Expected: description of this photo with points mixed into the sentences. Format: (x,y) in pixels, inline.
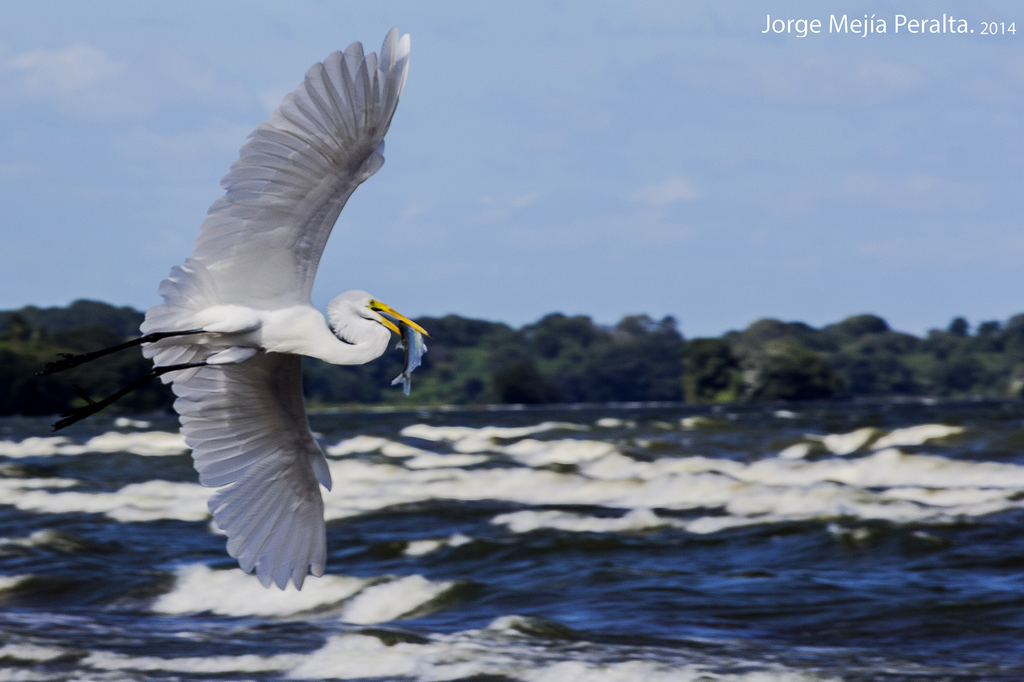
In this image there is crane (270,258) in the air (224,101) as we can see on the left side of this image (251,294). There is a sea (828,656) in the bottom of this image (641,579). and there are some trees (513,369) in the background (808,347), and there is a sky (666,149) on the top of this image (647,199).
